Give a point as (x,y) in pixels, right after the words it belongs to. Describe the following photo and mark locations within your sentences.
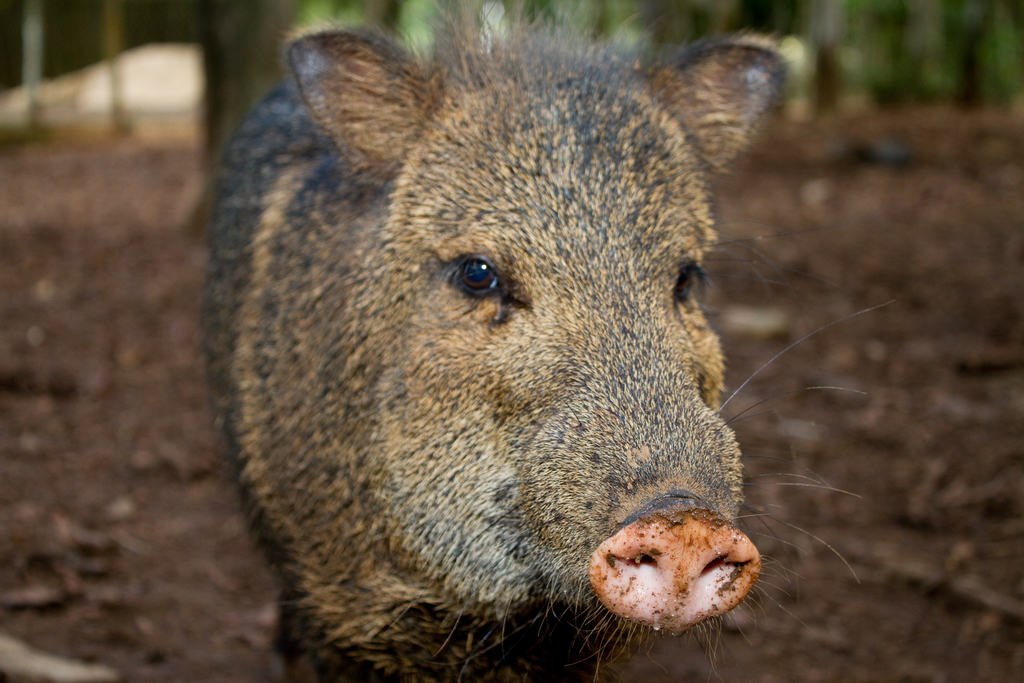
In this image we can see a pig (599,537) on the ground (87,436). The background of the image (44,460) is blurred.
